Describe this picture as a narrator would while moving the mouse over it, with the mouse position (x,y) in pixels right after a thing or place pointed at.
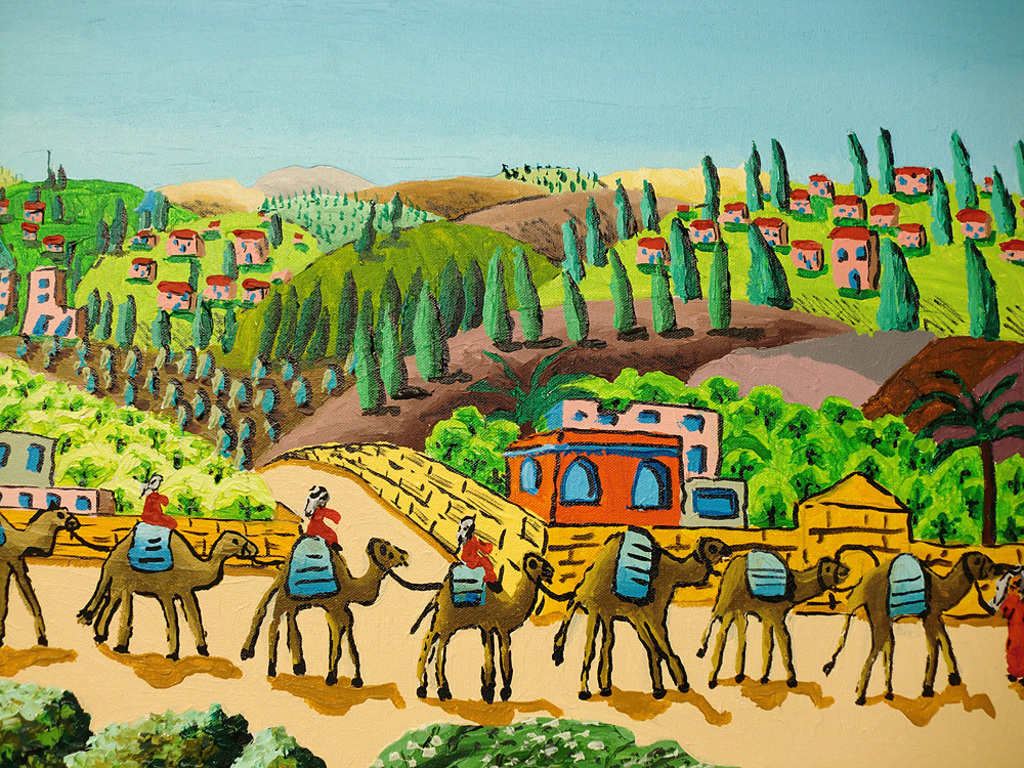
It is a painting, there are images of camels (333,600), houses (560,418), roads (235,587), trees (479,451) and greenery (565,179) and mountains (267,178).
